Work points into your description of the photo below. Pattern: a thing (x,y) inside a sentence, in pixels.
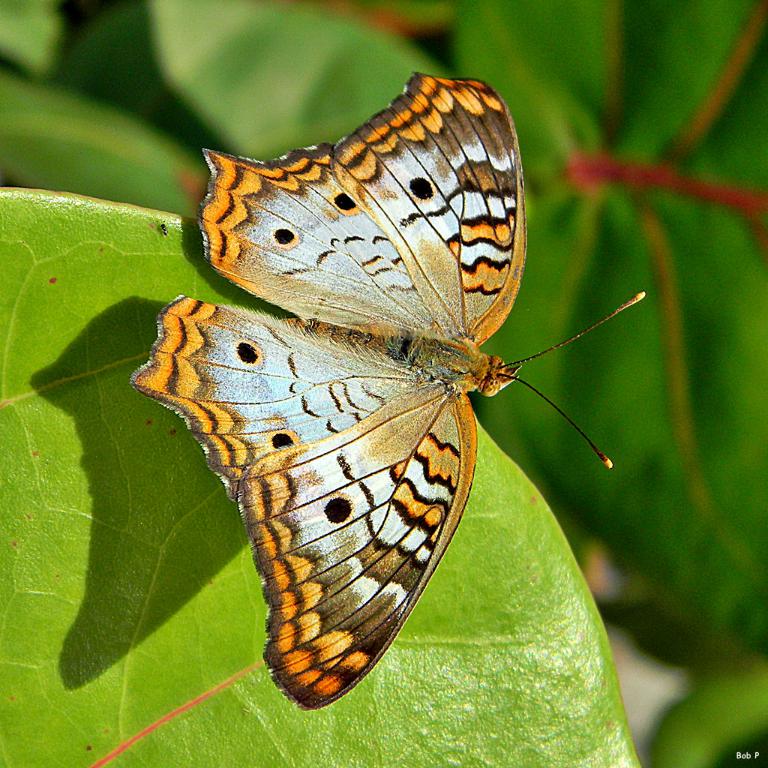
In the image we can see a butterfly (226,166) on a leaf (211,728). Background of the image (679,8) is blur.
